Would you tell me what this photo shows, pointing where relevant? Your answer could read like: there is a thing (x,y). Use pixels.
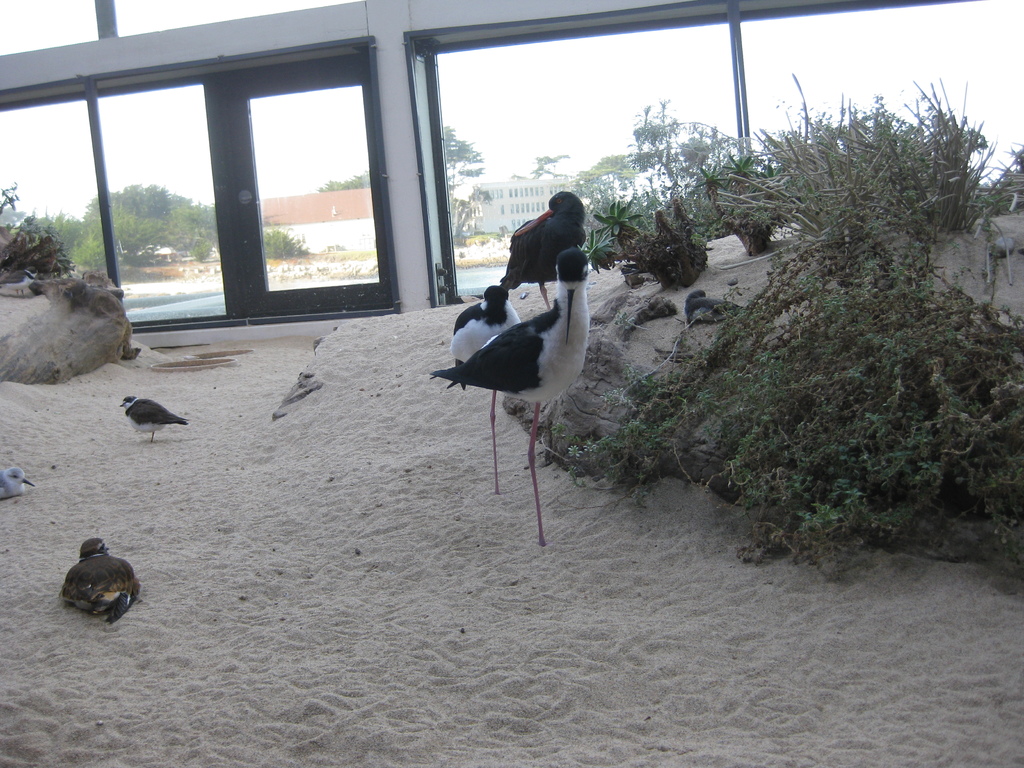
In the picture we can see a sand surface (455,723) on it, we can see some different kinds of birds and near it, we can see a rock surface (587,399) with sand (360,333) and some plants (792,388) on it and in the background (259,289), we can see a glass wall (234,149) with a door (223,177) and from it we can see an outside view of trees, plants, house (353,202), building (353,202) and sky (992,166).
